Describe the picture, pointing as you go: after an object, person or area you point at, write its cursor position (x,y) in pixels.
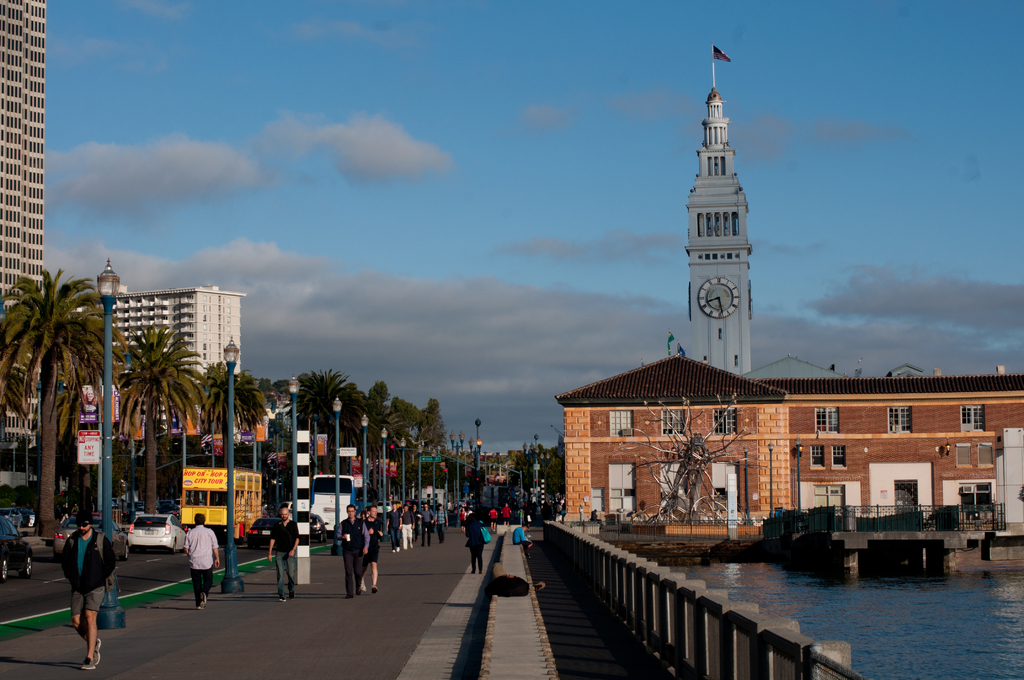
In this image there are people (522,539) walking on the road (397,623) and there are vehicles (216,481) passing on the other side of the road (164,560). Image also consists of many trees (124,381) and also light poles (108,366). We can also see buildings (825,438) and also clock tower (727,240). On the right (885,617) there is lake (956,604) and at the top (529,86) there is sky (472,164) with some clouds (478,310).
